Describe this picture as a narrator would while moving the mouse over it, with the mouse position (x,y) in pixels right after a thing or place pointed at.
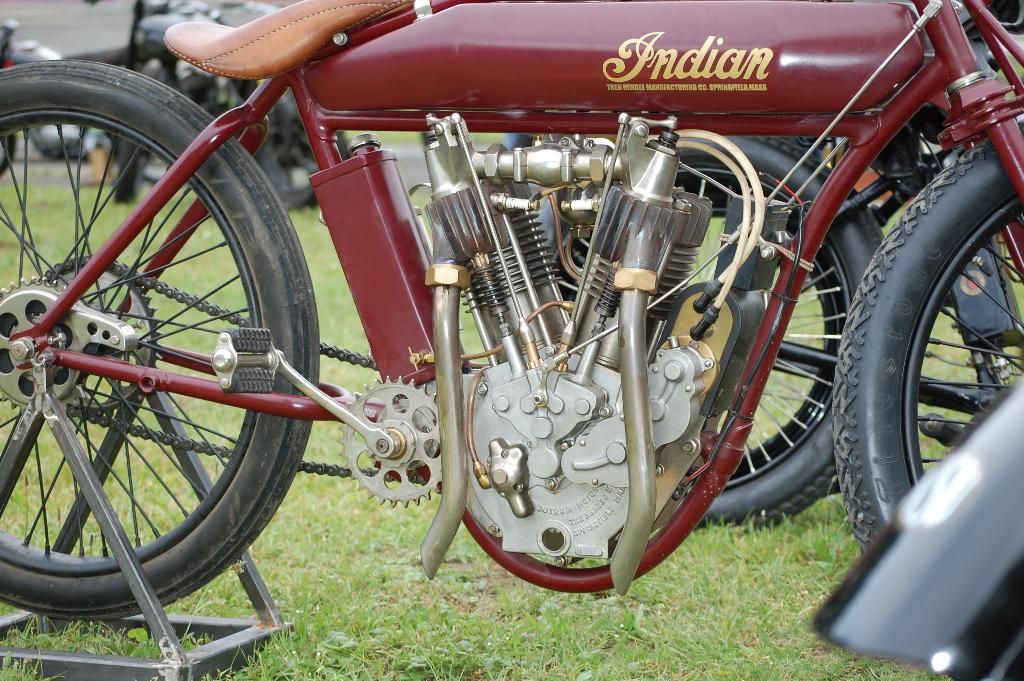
In the image there is a motorcycle (644,82) with a name (688,82) on it. Behind that there are few motorcycles (898,159) on the ground (403,604). On the ground (451,609) there is grass (539,627).
